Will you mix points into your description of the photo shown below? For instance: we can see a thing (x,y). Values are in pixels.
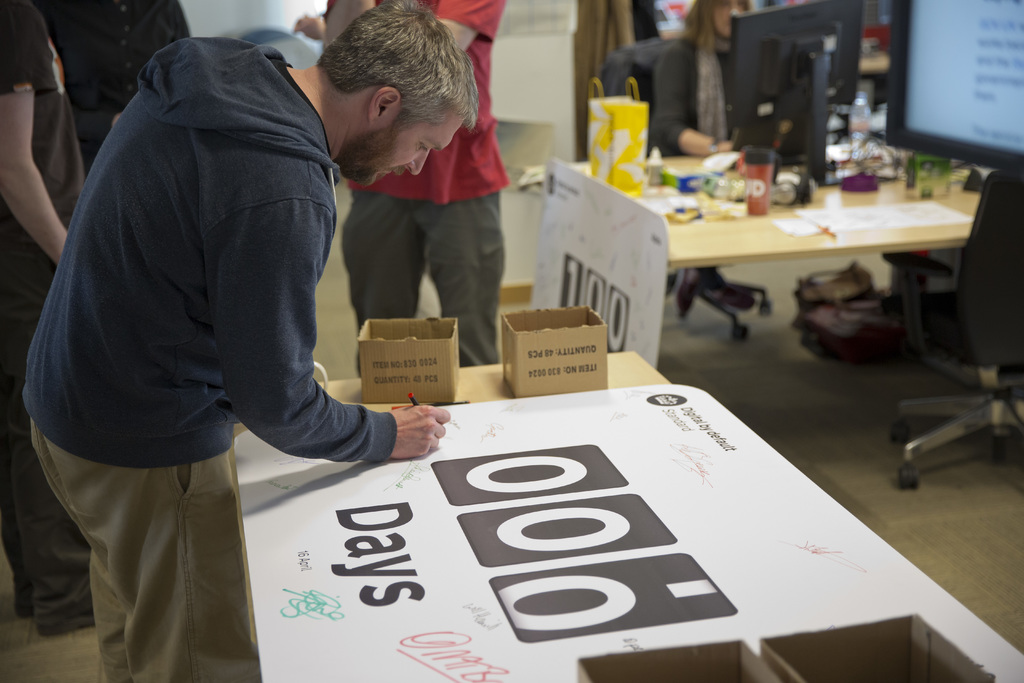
In this picture we can see some persons (438,190) are standing on the floor (807,413). This is table (592,638). On the table (532,412) there are boxes (452,336). This is chair (955,358) and there is a screen (970,85).
